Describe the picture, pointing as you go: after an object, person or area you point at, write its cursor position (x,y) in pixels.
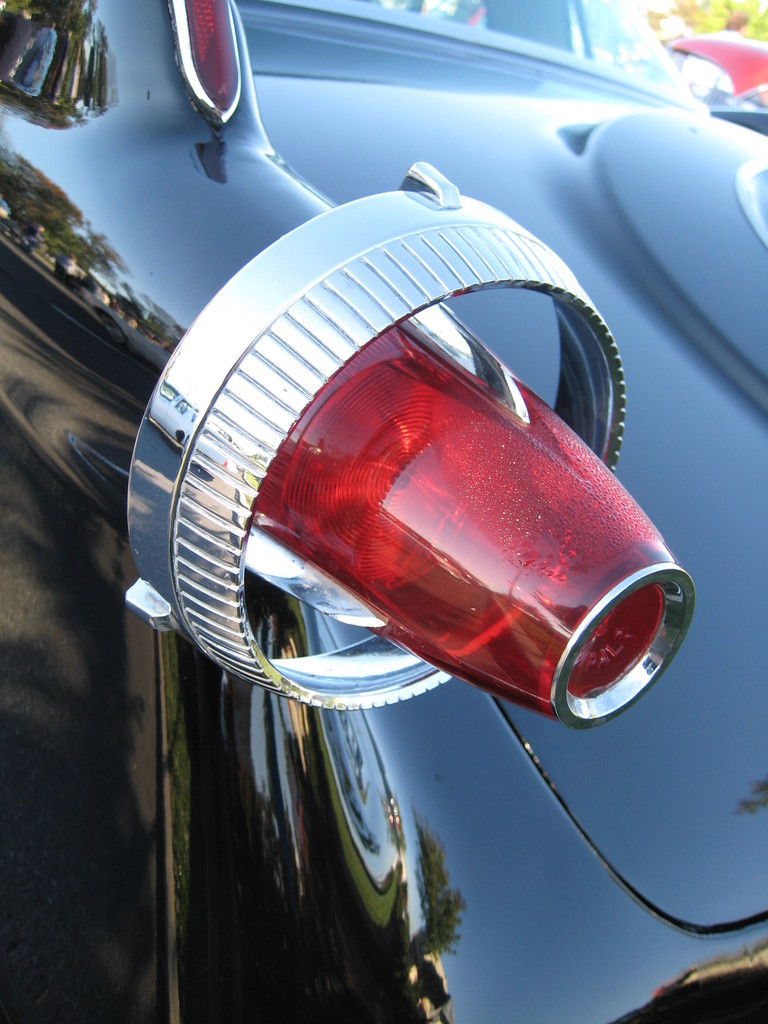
In this picture we can see a car (554,841), there is a danger light (561,679) in the front (444,460), we can see a tree (754,25) at the right top of the picture (752,9).
